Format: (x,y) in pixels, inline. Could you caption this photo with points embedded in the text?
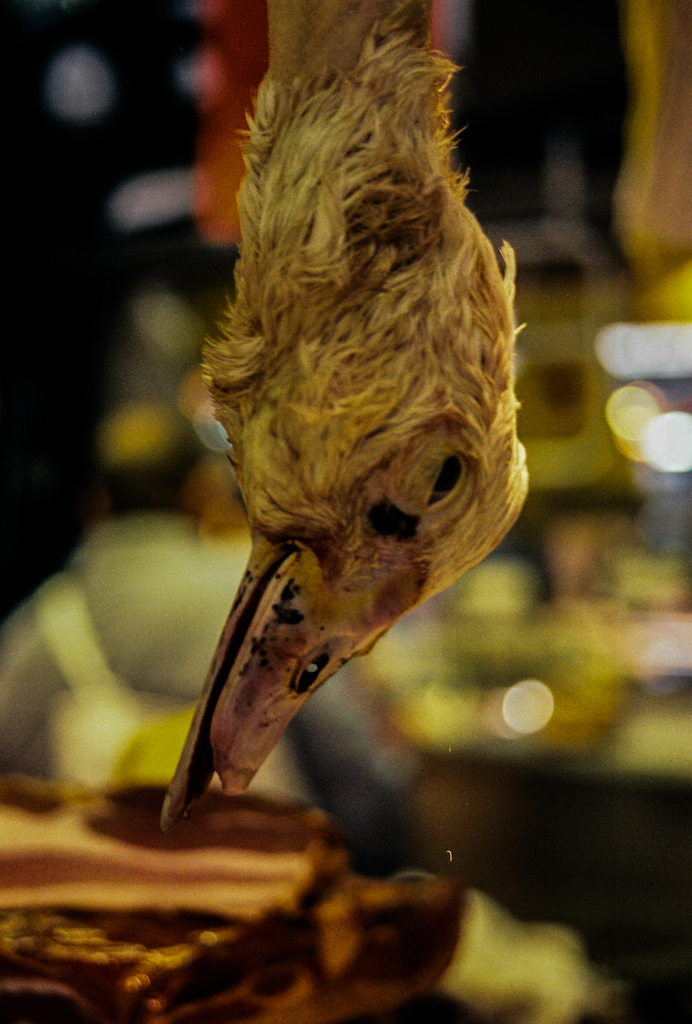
In this image we can see that there is a beak (273,580) of an animal (243,660).
